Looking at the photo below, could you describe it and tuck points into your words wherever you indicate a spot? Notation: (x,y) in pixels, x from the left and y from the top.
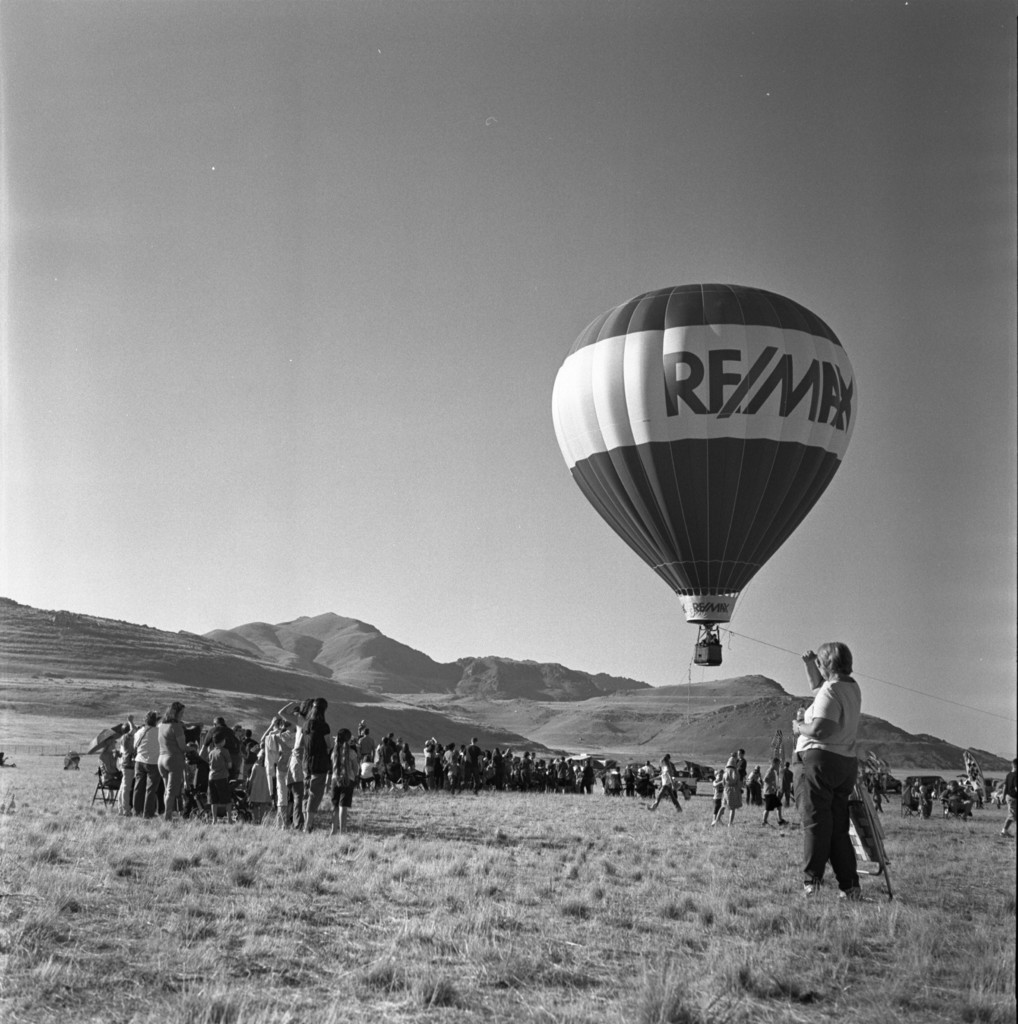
This is balloon (731,476), here people (542,759) are standing, these is grass (498,923), this is sky (420,373).
